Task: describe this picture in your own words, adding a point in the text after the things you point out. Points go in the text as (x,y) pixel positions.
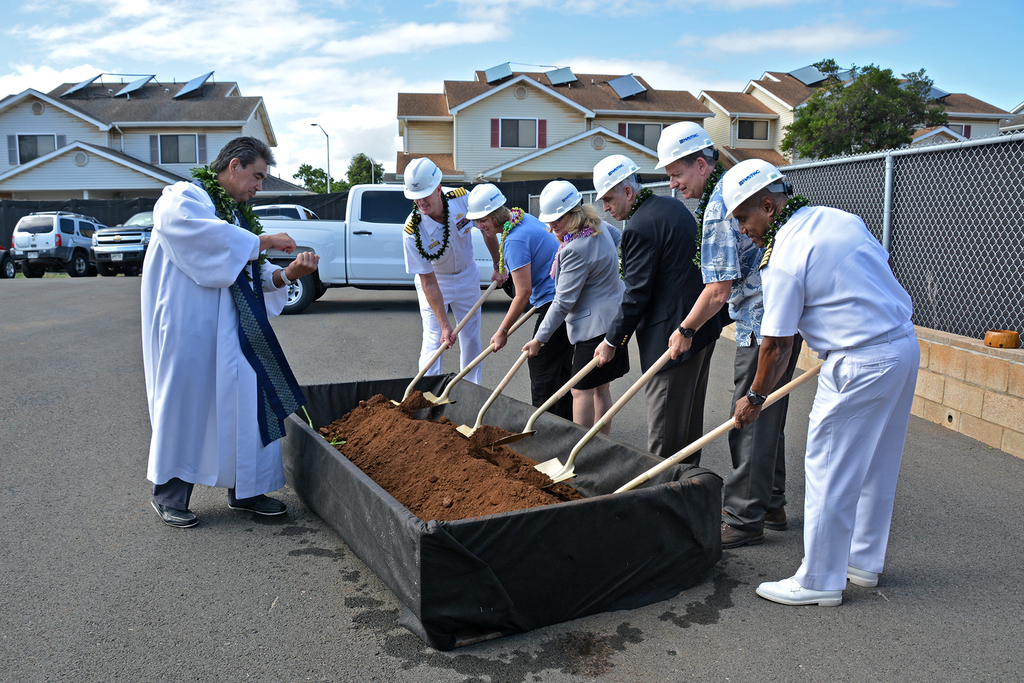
In this picture, we can see a few people (641,310) holding some objects (587,363), and we can see the road (306,371), and some objects (511,406) on the road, like a container (438,393) with soil (472,505) in it, we can see buildings (465,160), fencing (960,310), poles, lights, trees (865,121), and the sky (404,69) with clouds (377,138).
